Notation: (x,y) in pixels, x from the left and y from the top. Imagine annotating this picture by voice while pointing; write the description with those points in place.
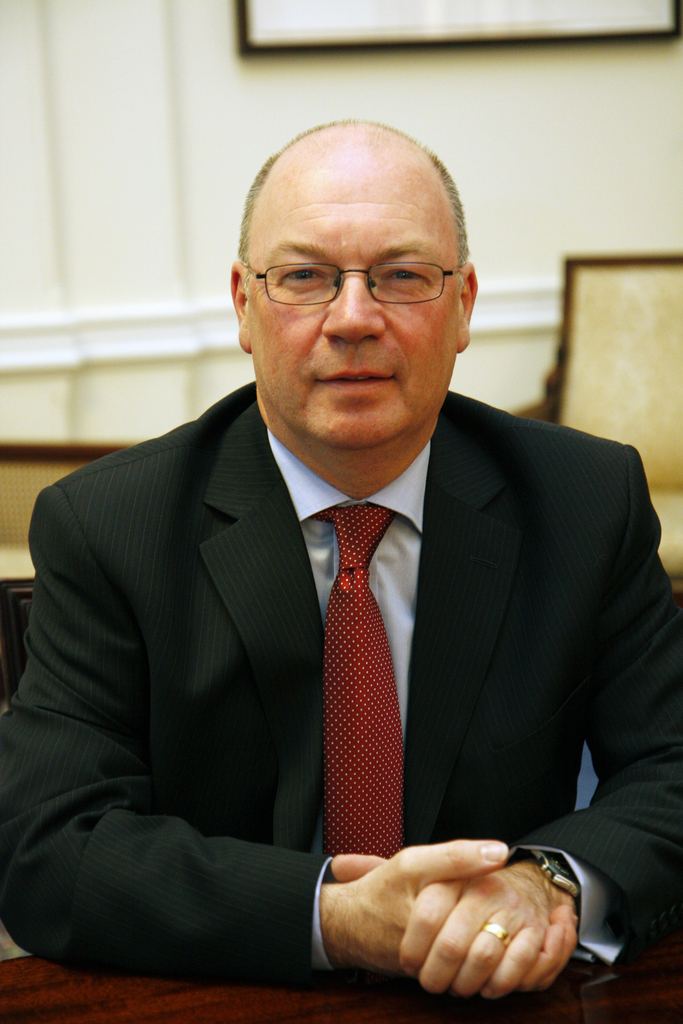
In this image we can see the person (350,458) sitting and at the back (623,333) there are chairs (620,375). And we can see the board (275,41) attached to the wall (240,138).
